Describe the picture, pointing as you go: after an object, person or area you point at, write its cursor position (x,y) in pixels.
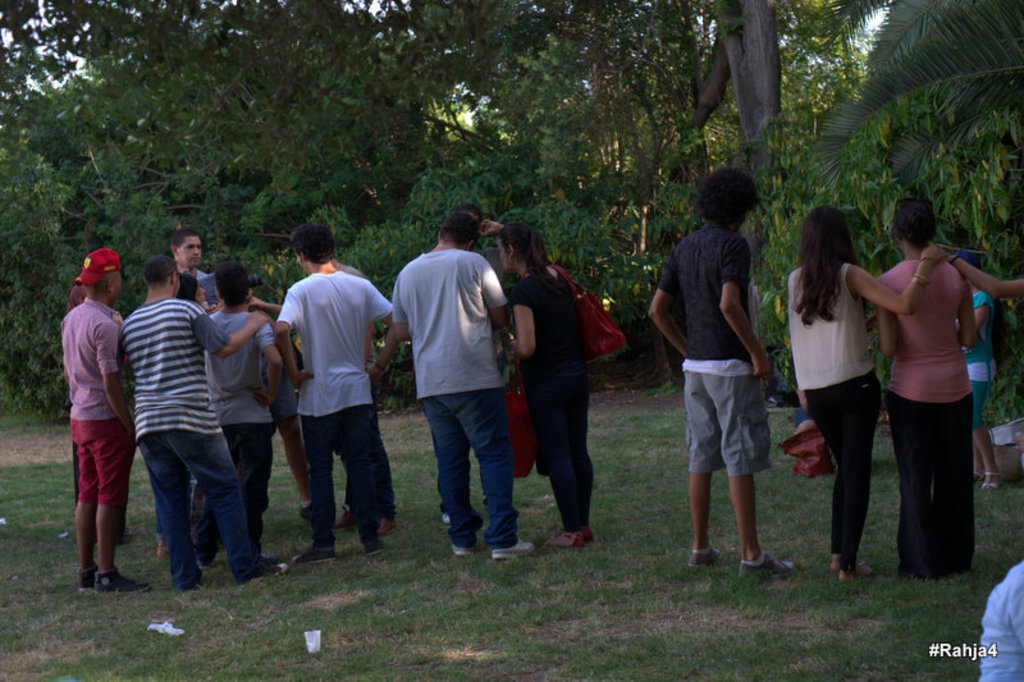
In this image we can see many people (521,354) standing. Some are holding bags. One person (100,303) is wearing cap (120,268). On the ground (277,496) there is grass (629,538). In the background (619,119) there are trees (893,102). In the right bottom corner (943,648) something is written.
